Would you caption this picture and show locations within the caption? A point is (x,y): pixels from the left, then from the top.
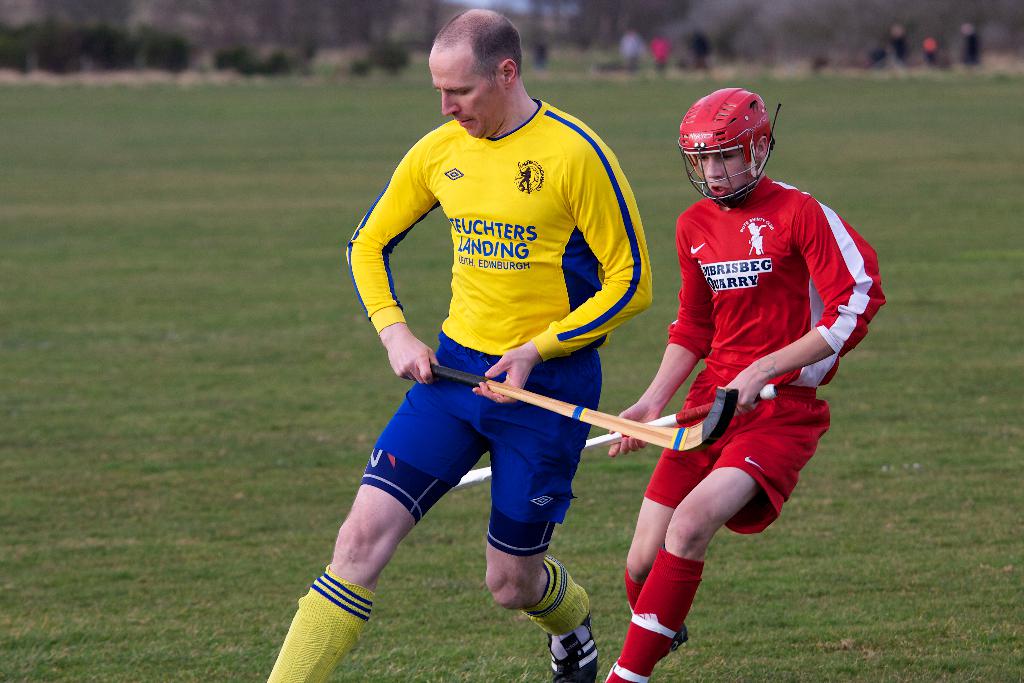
In the picture we can see two men (586,649) are running on the grass surface (824,133) holding a hockey stick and they are in sports wear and one man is wearing a helmet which is red in color and far away from it we can see some people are standing and behind them we can see plants (271,74) and trees (863,35).
